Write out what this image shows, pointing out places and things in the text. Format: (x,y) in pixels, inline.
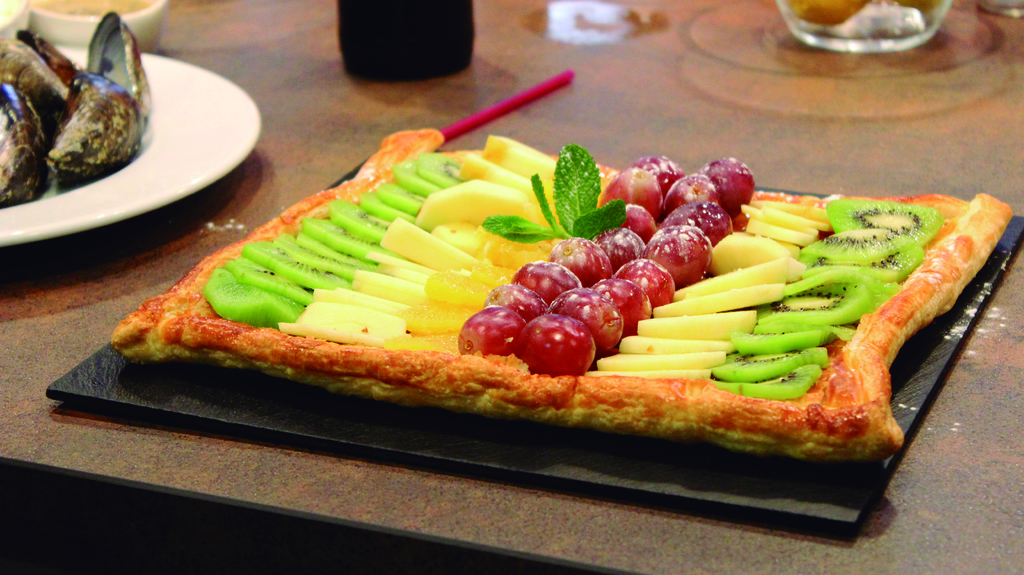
In this image on a table (808,104) there are many platter (688,446), plate (203,75), glasses (868,20). On the platter (668,443) and plate (193,138) there is food (429,252), in the glass (860,30) there is drink (851,22).
